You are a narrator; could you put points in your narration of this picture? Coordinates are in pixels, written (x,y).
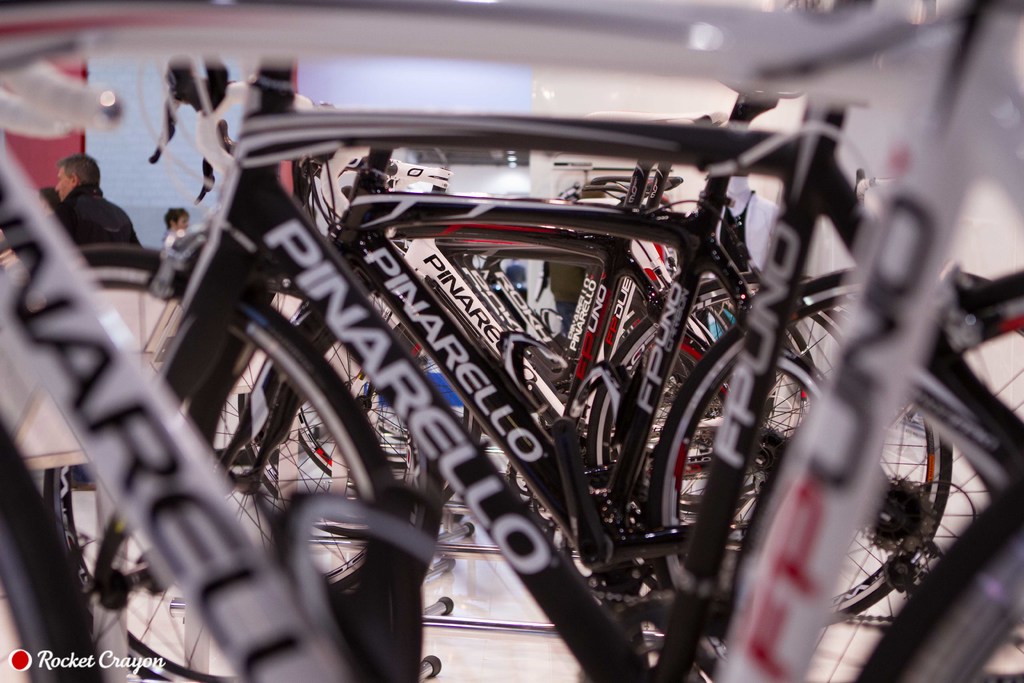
In the image there are plenty of cycles (396,399) kept one beside another in a row and on the left side (105,206) some people (100,206) are gathered and in the background (66,141) there is pink wall (52,139).
